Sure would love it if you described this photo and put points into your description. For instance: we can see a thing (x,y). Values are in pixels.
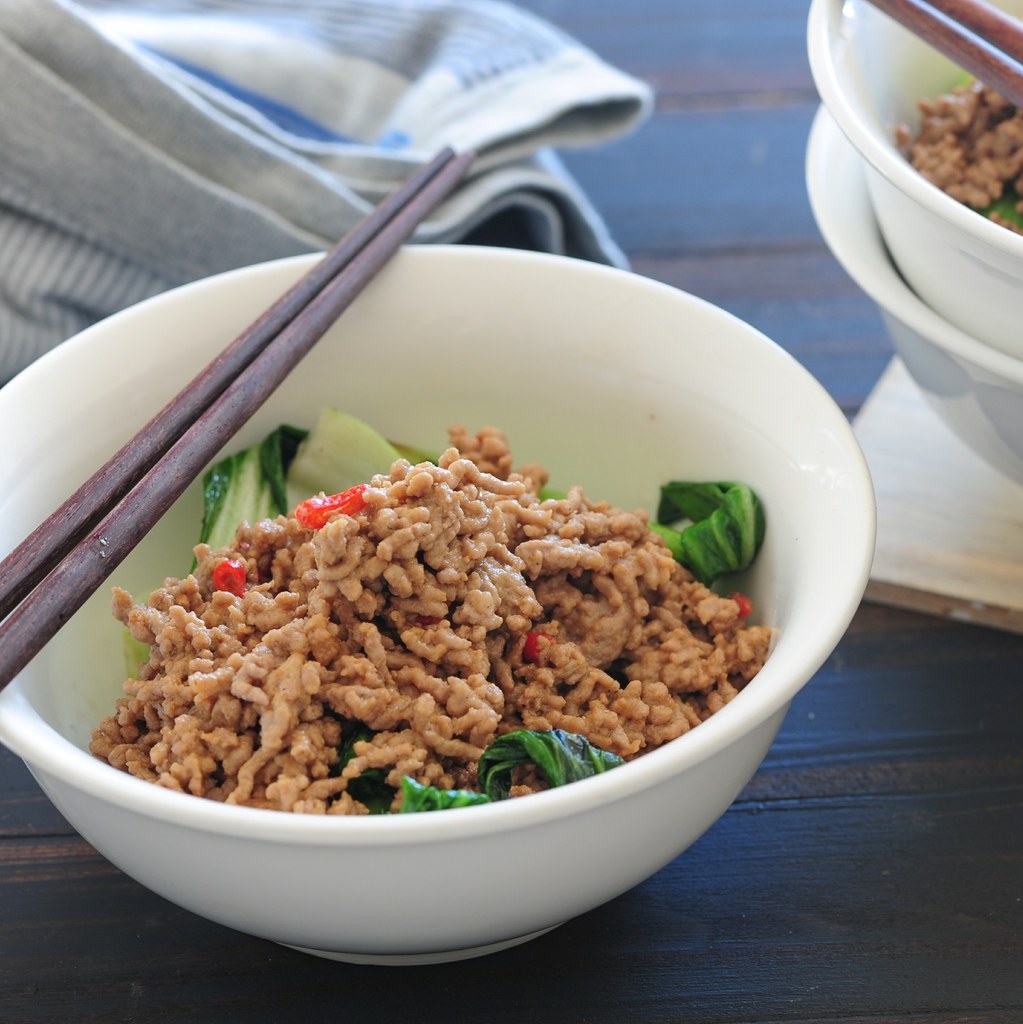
In this image there are food items (537,652) in the bowls (61,651). On top of the bowls (541,322) there are chopsticks (901,15). Beside the bowls (74,386) there is a cloth (418,160) on the table (659,924).
